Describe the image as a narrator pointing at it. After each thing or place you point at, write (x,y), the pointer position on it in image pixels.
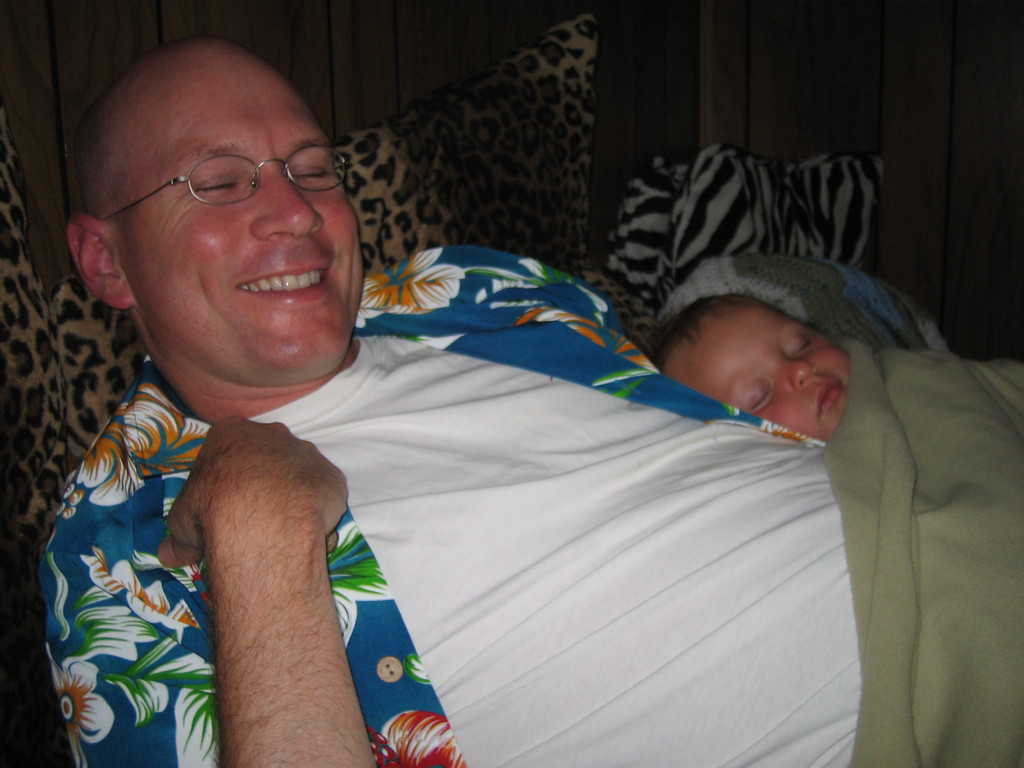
In this image I can see a person (374,428) and baby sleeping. I can see a green color blanket (867,497), pillows (559,239) and wooden wall (385,37).
